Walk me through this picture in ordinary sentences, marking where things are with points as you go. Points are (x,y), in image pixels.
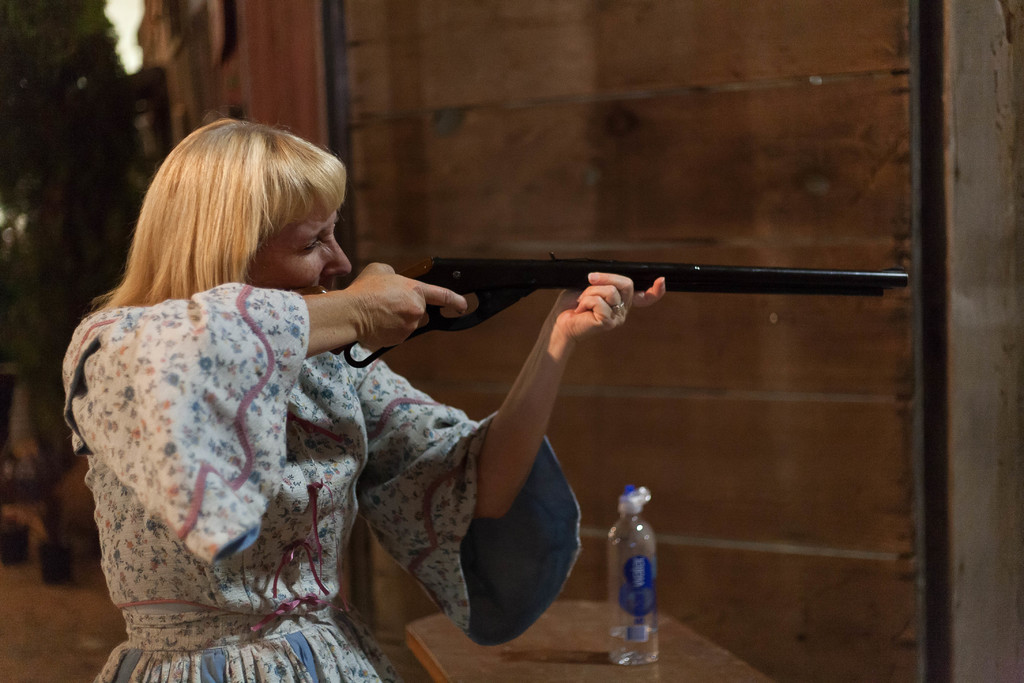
In this image there is a woman (310,296) holding a gun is aiming at something, in front of the woman (313,402) there is a bottle of water (625,519) on the table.
